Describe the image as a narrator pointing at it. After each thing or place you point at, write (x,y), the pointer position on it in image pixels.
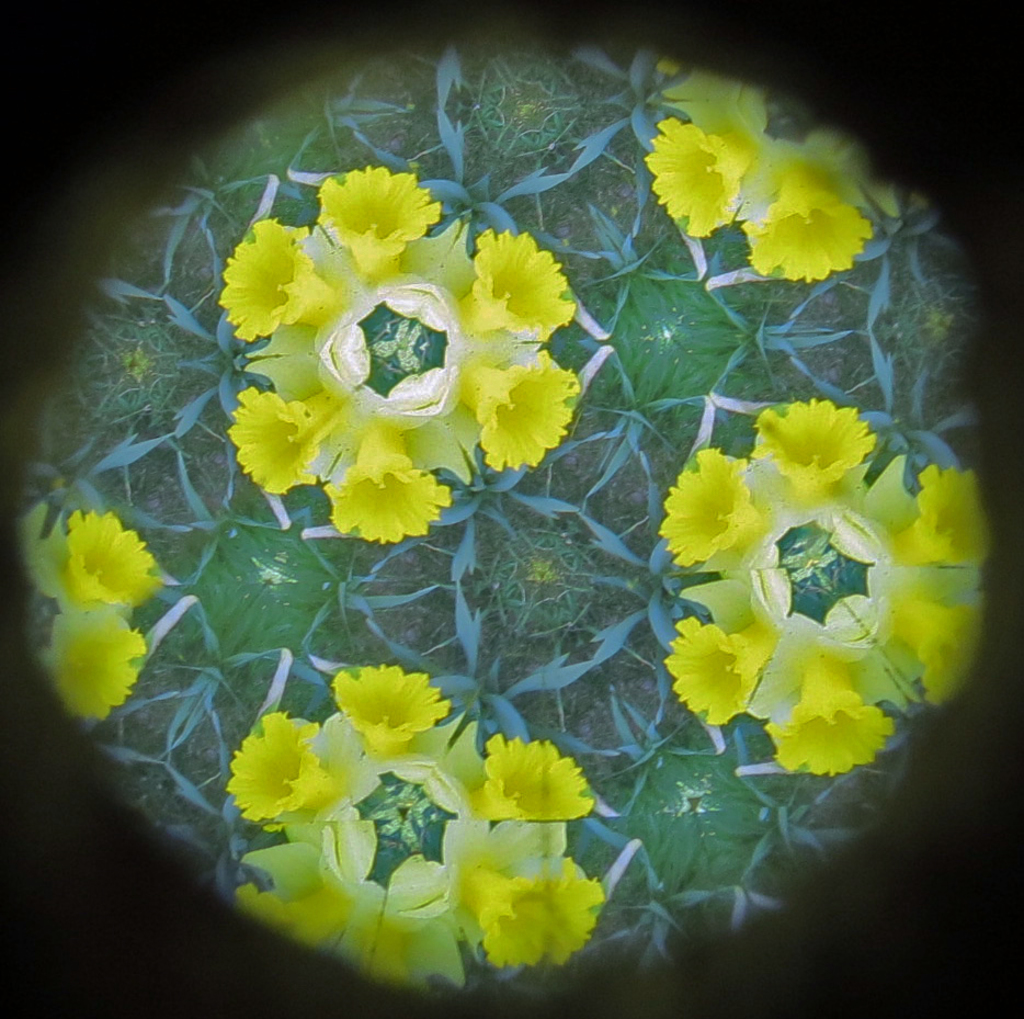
In this image we can see yellow color flowers (365,708) and green color leaves (624,583).
